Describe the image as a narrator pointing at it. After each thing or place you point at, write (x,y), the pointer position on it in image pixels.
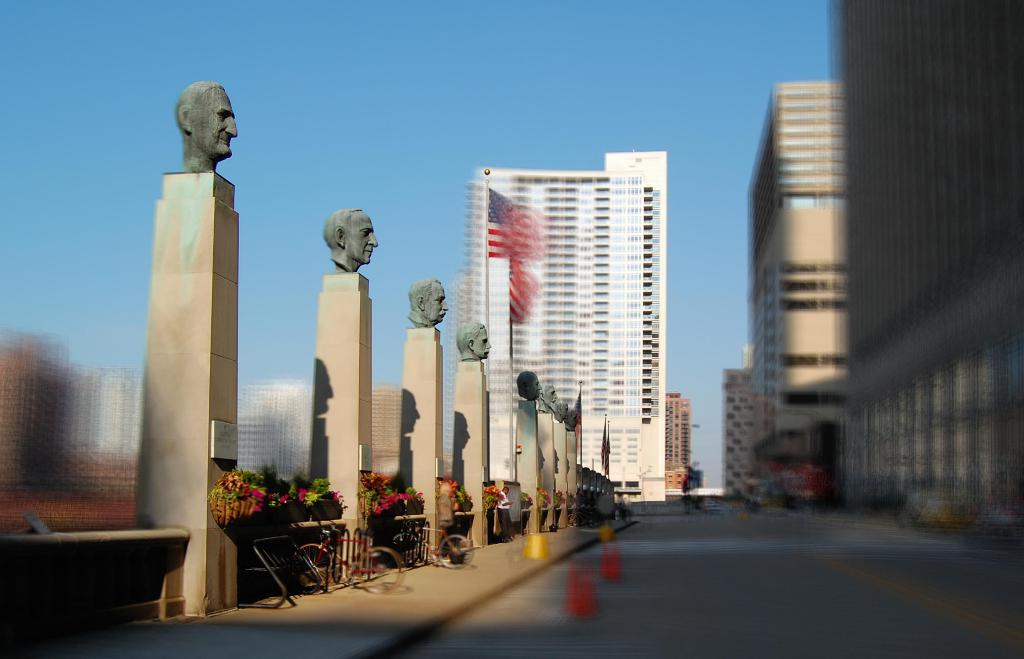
In this image I can see few plants (272,495), I can see few flowers (240,490) in multi color and pillars (556,423), on the pillars (421,423) I can see few statues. Background (388,251) I can see a flag (499,225) and building (574,243) in white color, sky (551,135) in blue color.
